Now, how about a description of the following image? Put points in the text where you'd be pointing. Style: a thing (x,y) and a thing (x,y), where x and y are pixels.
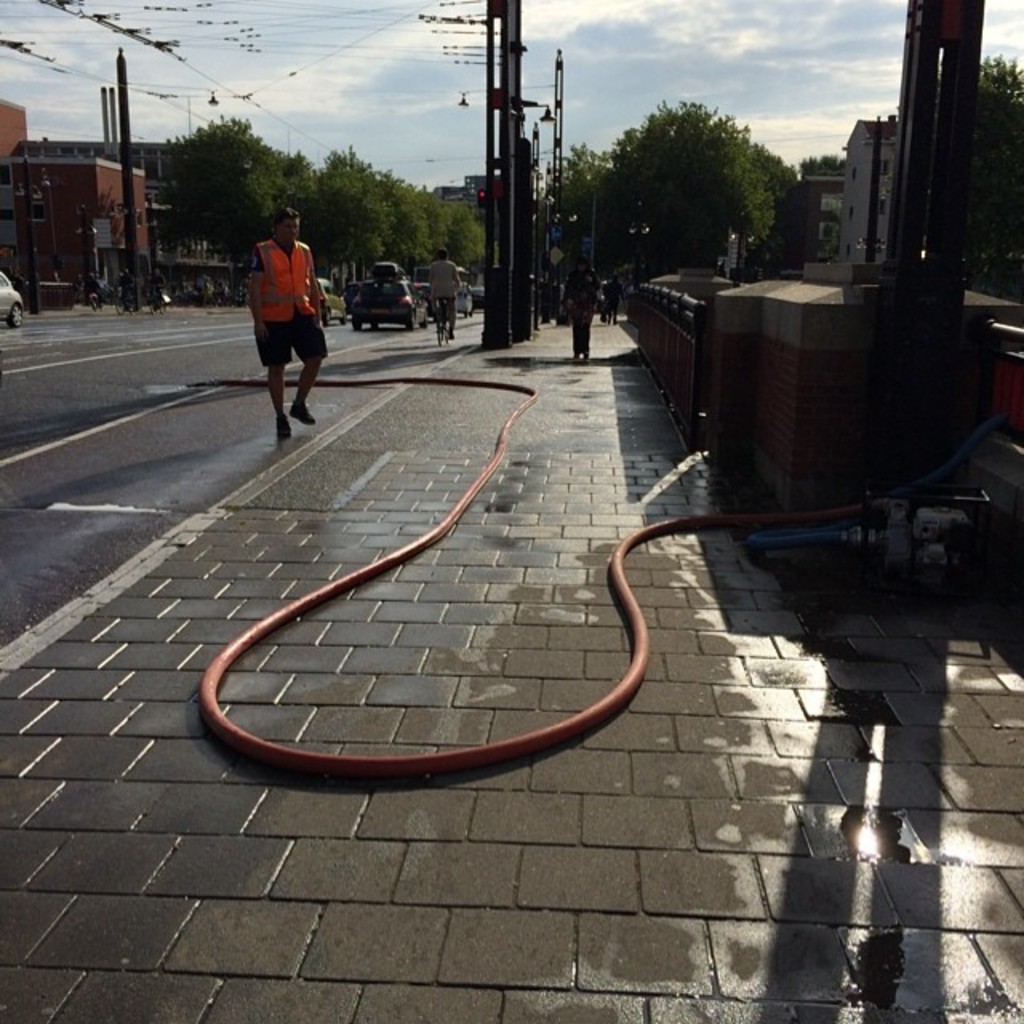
This image is clicked on the road (51,564). To the left (53,453) there is a road (164,337). There are vehicles (332,286) moving on the road (128,348). To the right (734,809) there is a walkway (540,827). There is a water pipe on the walkway (453,605). Beside the walkway (621,359) there is a railing (655,314). Behind the railing (690,308) there is a wall (735,303). In the background (317,229) there are trees (726,171), buildings (19,235) and pole (509,153). At the top (696,52) there is the sky (626,60).
